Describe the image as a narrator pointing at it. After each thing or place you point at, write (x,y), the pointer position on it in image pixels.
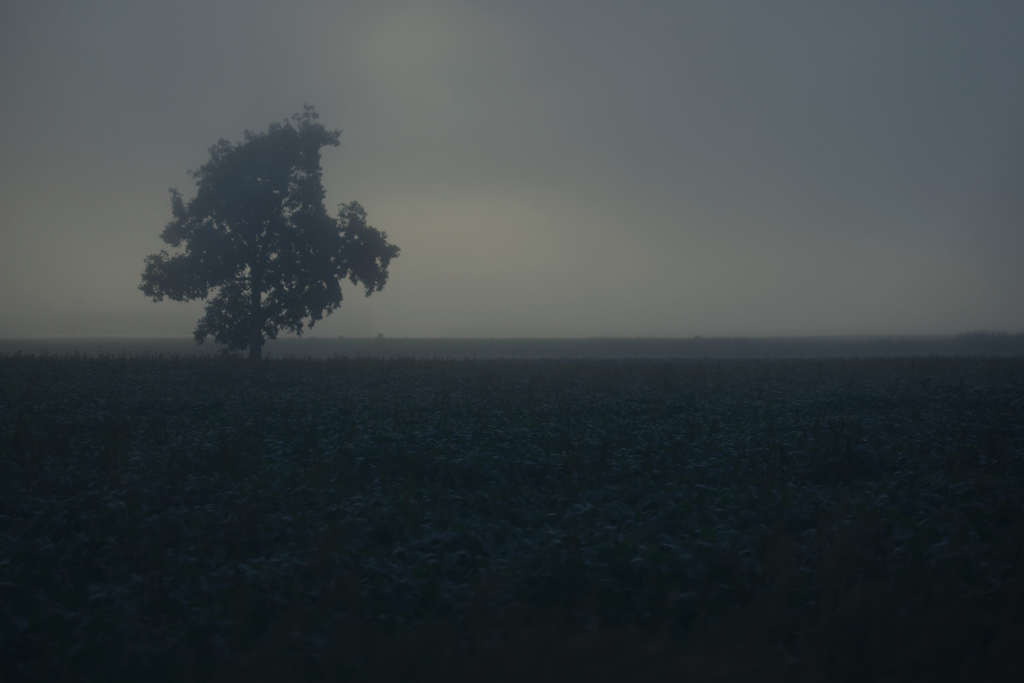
In this image I can see a tree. Background (782,253) I can see sky (647,159) in grey color.
